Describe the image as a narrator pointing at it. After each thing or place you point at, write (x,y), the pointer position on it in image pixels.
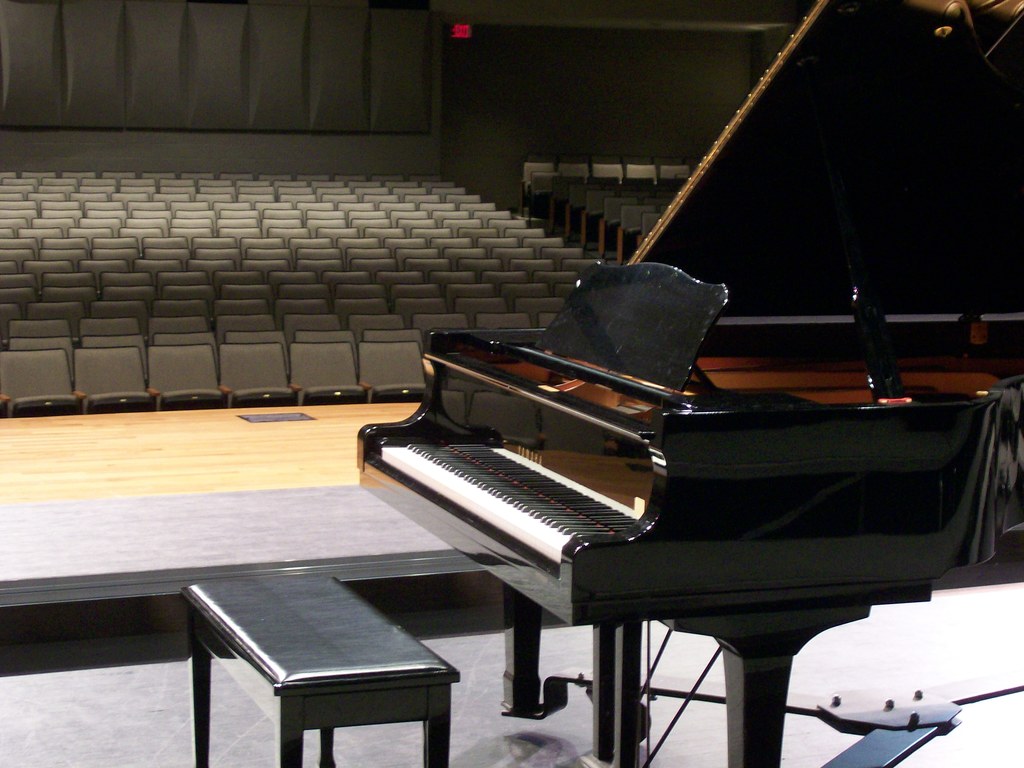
This is an auditorium (675,345). There is a piano (583,492) on the stage (216,573) in front of it there is a bench (222,607). There are so many chairs (406,194) for the audience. In the background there is a red caution light (466,31). The wall (381,88) is having one design (164,87). The floor (253,460) is wooden furnished.
